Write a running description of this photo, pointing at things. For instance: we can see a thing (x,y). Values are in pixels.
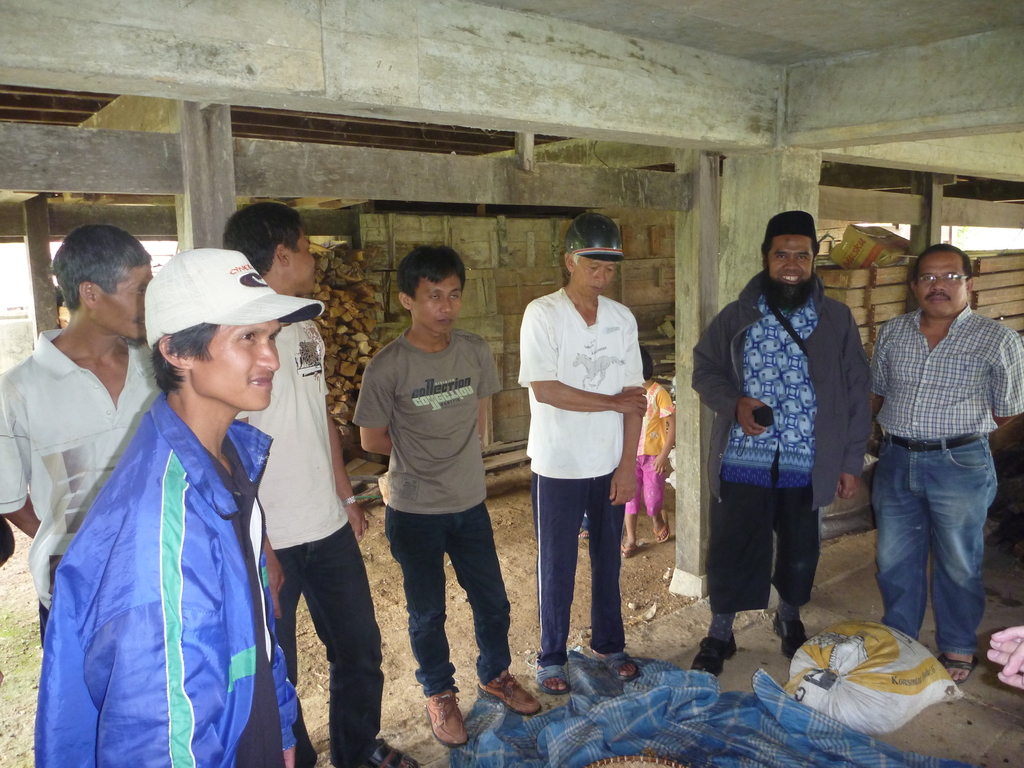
In this image there are a few people (317,377) standing with a smile on their face (249,349), behind them there are logs of wood (327,298) and pillars (705,292).
